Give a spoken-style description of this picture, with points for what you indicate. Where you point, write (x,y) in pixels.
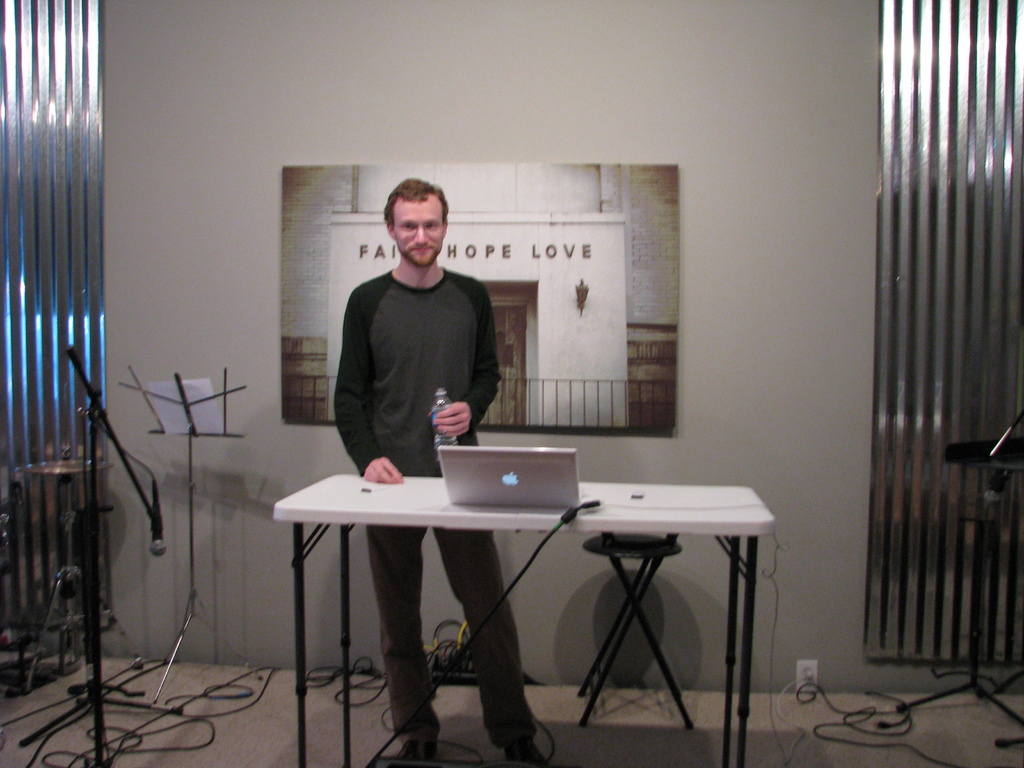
In the image we can see a man (363,346) standing, wearing clothes (373,345) and he is smiling. He is holding a water bottle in his hand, in front of him there is a table (495,518). On the table (469,521) we can see a laptop (498,484) and cable wire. Here we can see stool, microphone (154,496), paper (174,424), stand (186,418), poster (579,180), floor (624,726), switchboard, musical instrument (35,468) and the wall (195,122).
